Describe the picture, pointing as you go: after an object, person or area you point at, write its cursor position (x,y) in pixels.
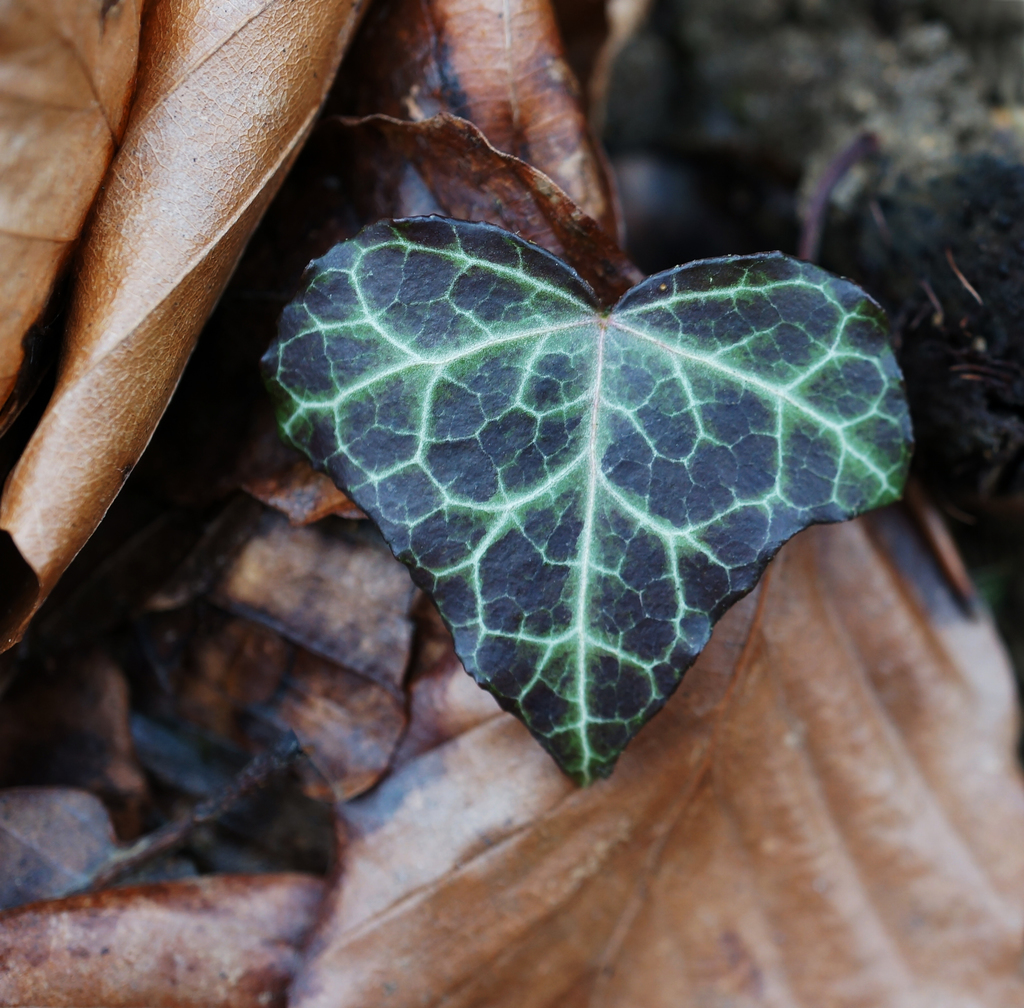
In this image I can see number of brown color leaves (146,156) and in the front (369,369) I can see a black and green colour thing (671,633). I can also see this image is little bit blurry.
